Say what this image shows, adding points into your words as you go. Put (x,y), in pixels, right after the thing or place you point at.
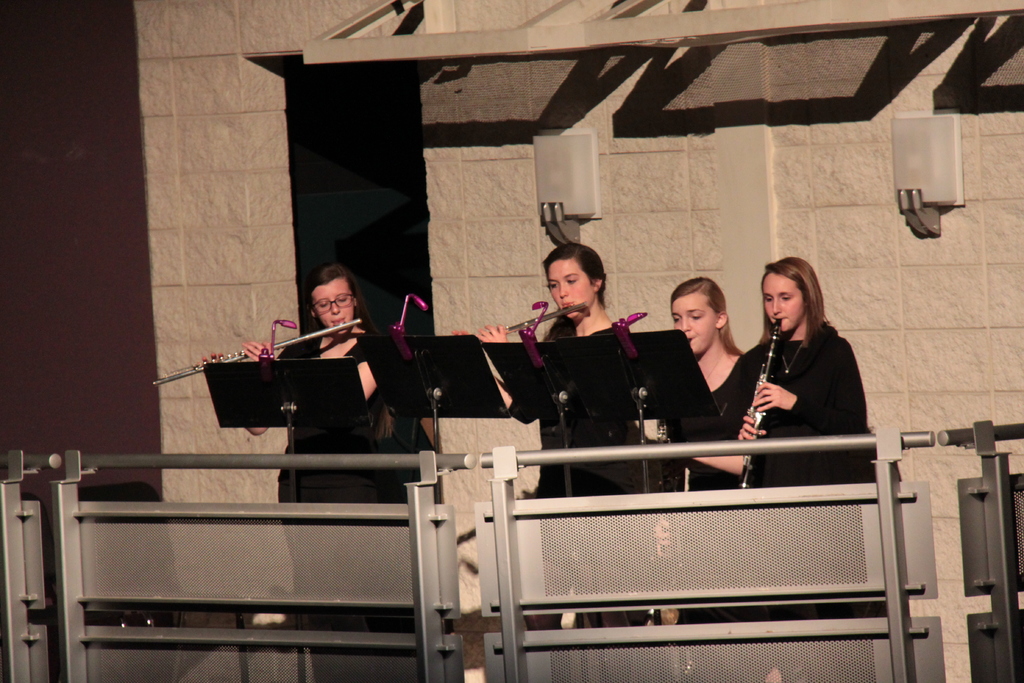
In the center of the image (567,298) there are women (726,343) playing musical instruments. In the background of the image (492,287) there is wall (236,23). At the front of the image (639,447) there is a fencing (112,663).
